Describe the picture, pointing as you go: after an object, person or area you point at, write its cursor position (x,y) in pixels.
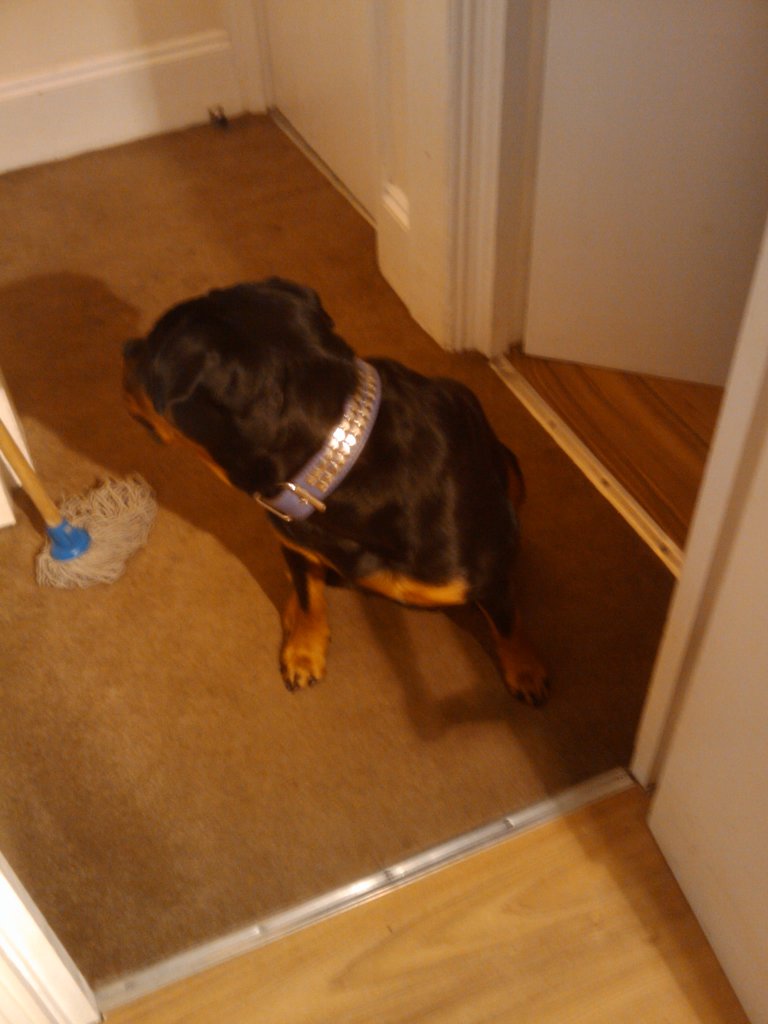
In this picture we can see a dog (203,393), mop stick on the floor (355,660), walls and some objects (449,214).
